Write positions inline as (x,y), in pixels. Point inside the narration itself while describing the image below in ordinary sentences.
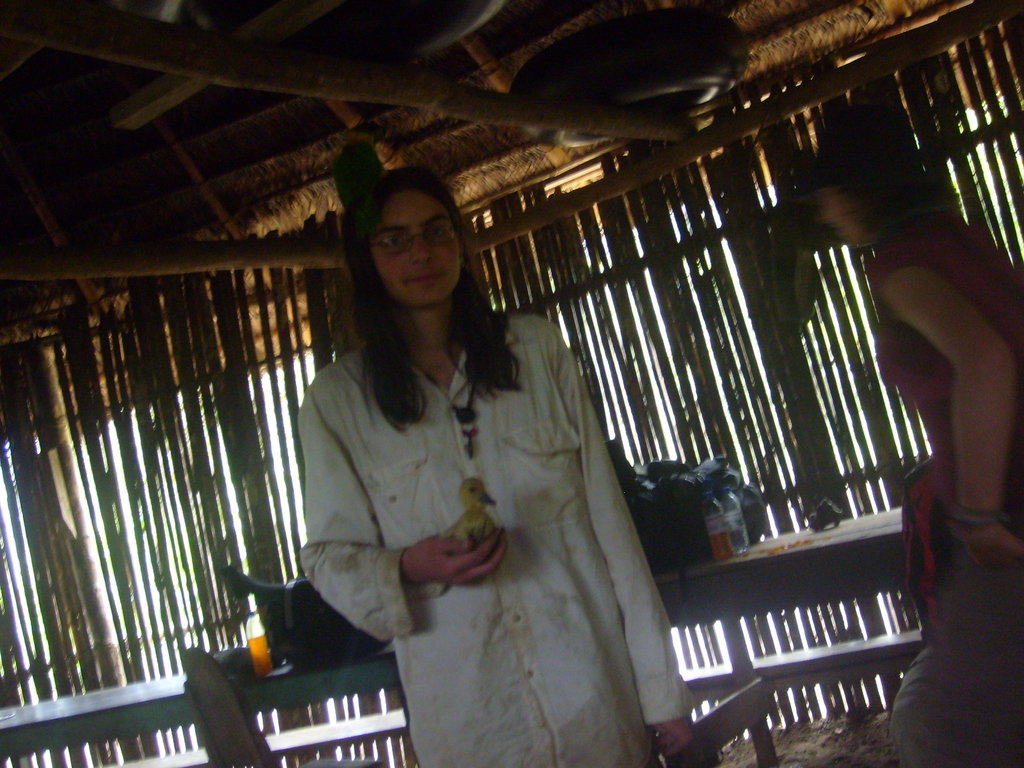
In this image there is a person (421,502) holding a duckling (478,529) in his hand (458,552), on the person's head (412,239) there is a parrot (368,156), beside the person (536,587) there is another person (883,267), in the background of the image (209,712) there are chairs (241,712), wooden platform (256,689), on the platform (160,705) there are some objects (255,636), behind the platform (131,708) there are wooden sticks (46,463), at the top of the image (312,129) there is a wooden rooftop (276,118) supported with wooden logs (165,106) and there is an object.
